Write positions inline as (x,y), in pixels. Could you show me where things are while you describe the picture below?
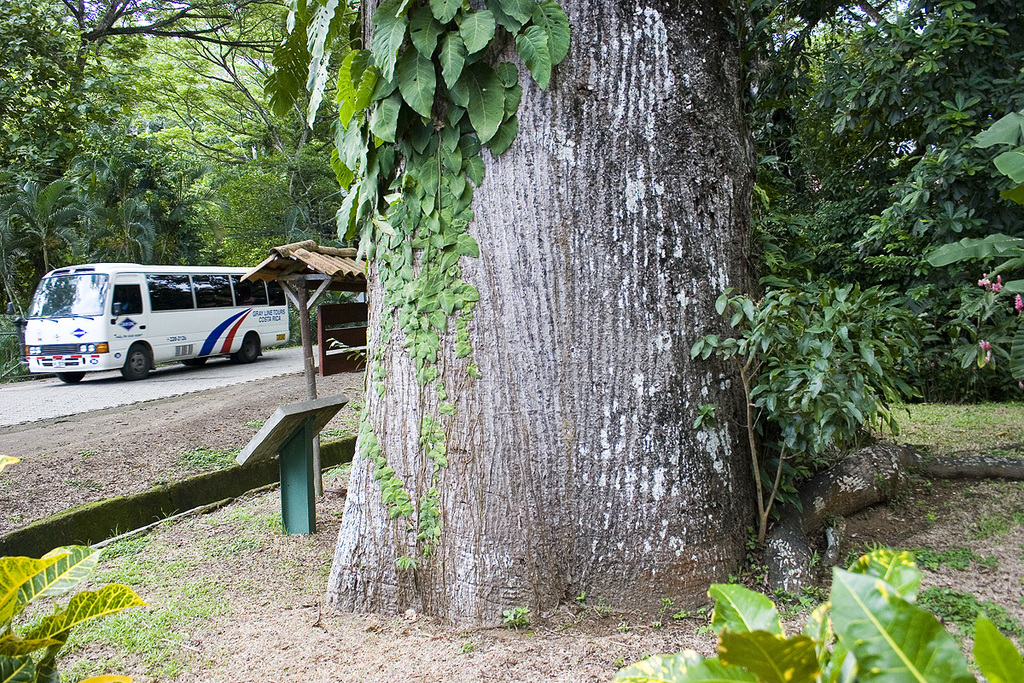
In this image, we can see a bus (131,321) on the road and in the background (240,133), there are trees (741,220) and we can see a shed (312,265) and boards (327,408) and plants (201,464).
